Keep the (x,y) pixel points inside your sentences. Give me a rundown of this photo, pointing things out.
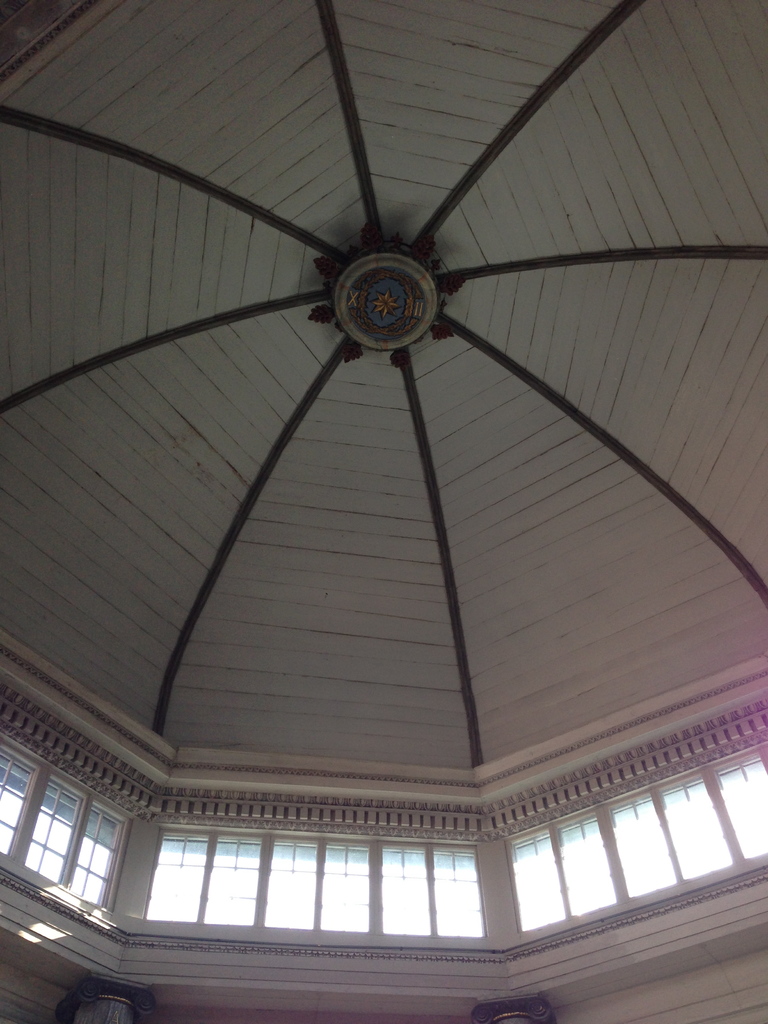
This is inside view of a building (433,430). In this building (433,430) there are windows (345,899). On the ceiling (252,409) there are some decorations (349,344).
